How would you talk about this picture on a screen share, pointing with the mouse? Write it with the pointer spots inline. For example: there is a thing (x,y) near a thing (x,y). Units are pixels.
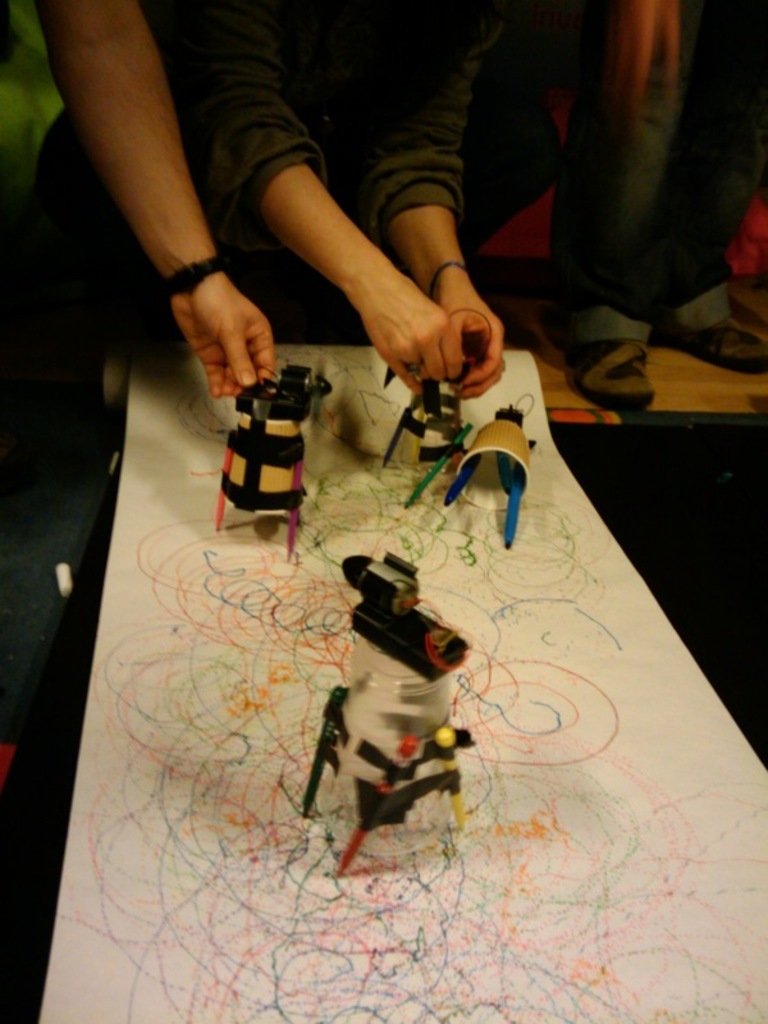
In this image we can see a glass (377,795) where different colors of pens (311,781) are attached to it. Here we can see a white color paper roll (572,625) on which we can see some marks (328,593). In the background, we can see a person's hand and a person's leg (630,190) on the floor (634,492).
